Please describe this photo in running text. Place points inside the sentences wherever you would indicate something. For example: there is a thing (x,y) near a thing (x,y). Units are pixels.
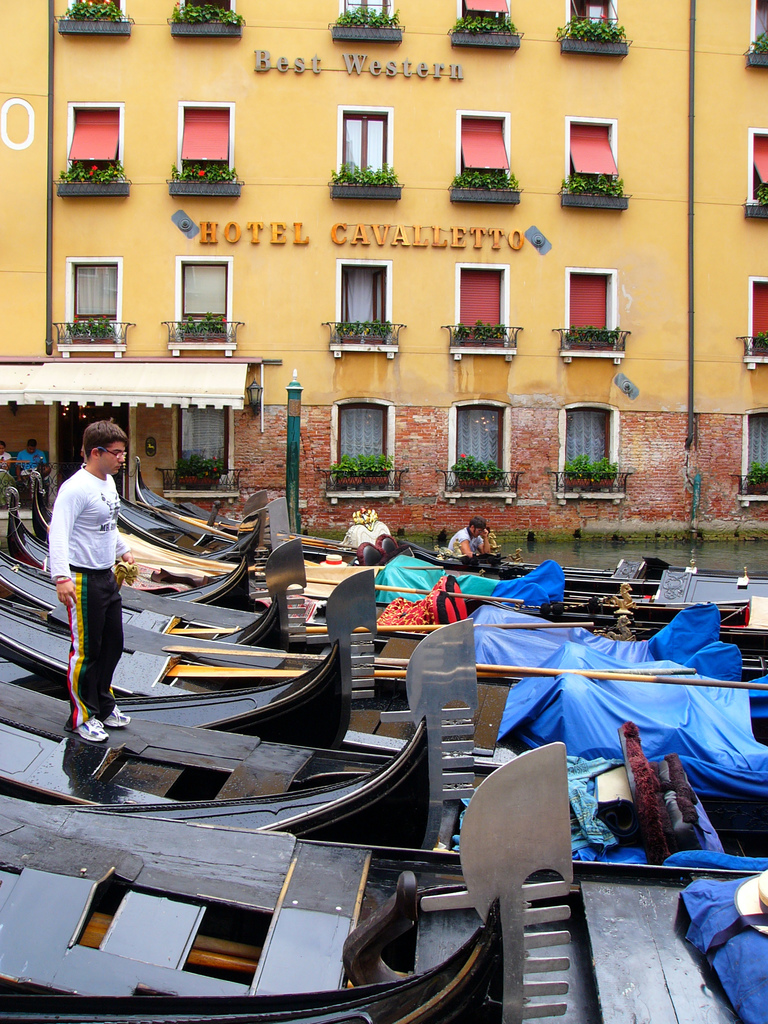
At the bottom of the image (287,719) there are some boats (376,695), on the boats (353,704) few people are standing and sitting. At the top of the image (199,41) there is a building (335,416) and there are some plants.
